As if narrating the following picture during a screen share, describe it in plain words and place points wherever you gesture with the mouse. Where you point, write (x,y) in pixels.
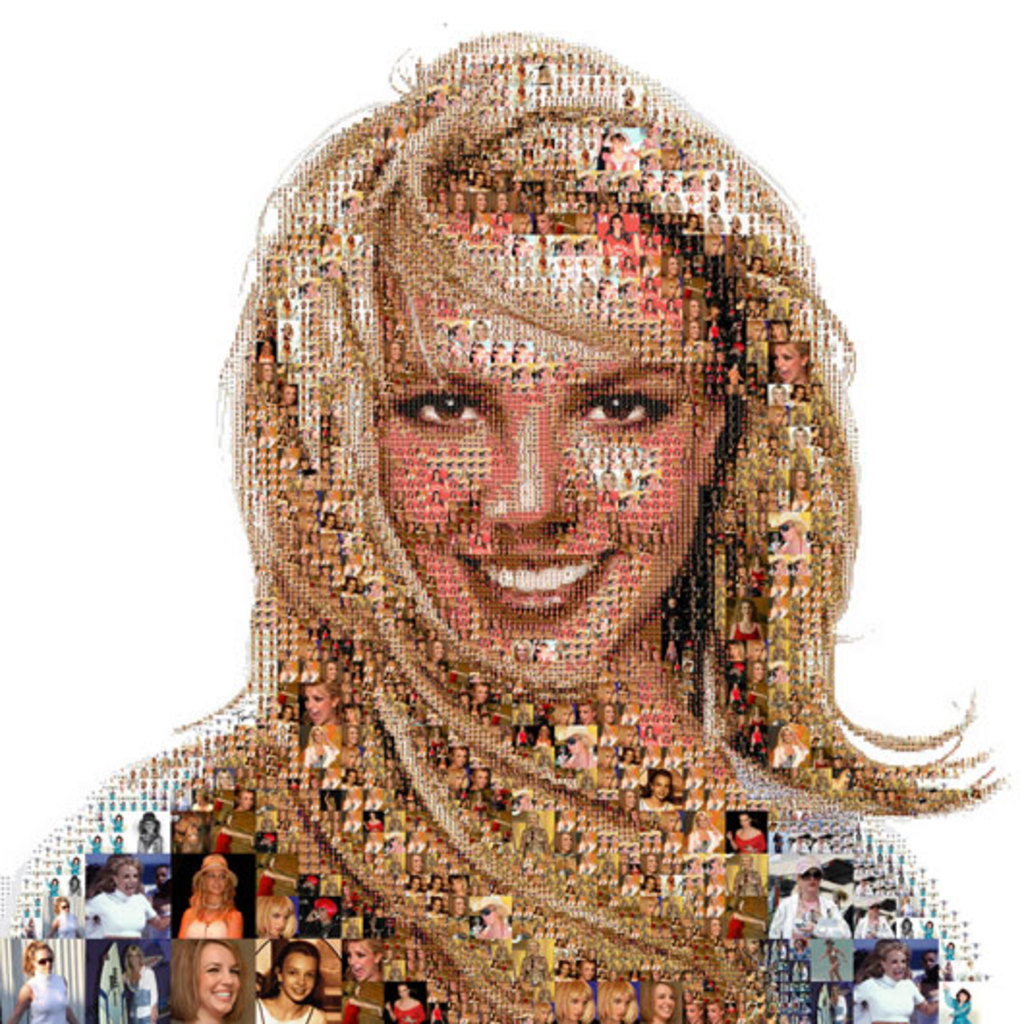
It is an edited image. In this image we can see the depiction of a woman (689,573) with many images (357,919) in it and the background (68,530) is in white color.
